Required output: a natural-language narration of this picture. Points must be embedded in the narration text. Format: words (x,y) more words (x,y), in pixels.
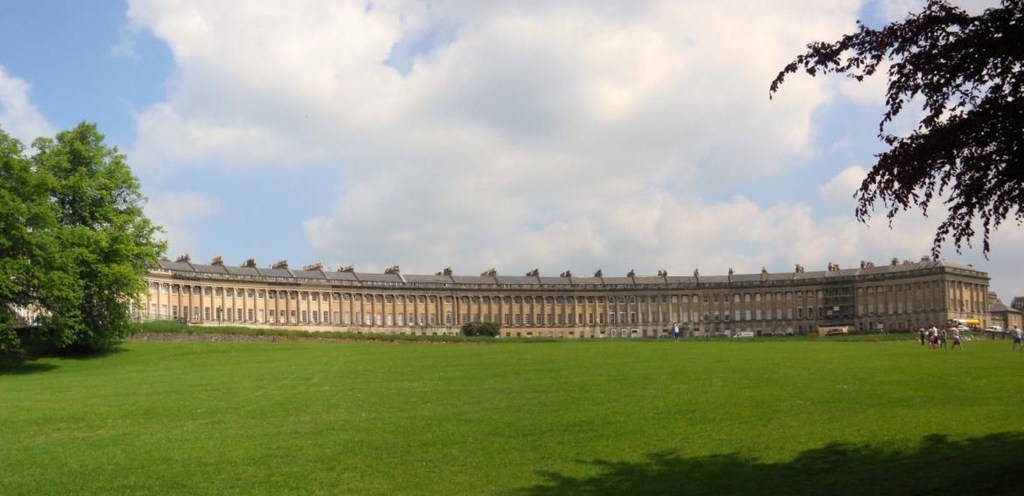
In this picture, we see a Royal Crescent (542,279) containing many houses (936,285). At the bottom of the picture (456,377), we see grass (340,391). On either side of the picture, there are trees (1016,163). On the right side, we see people (936,335) standing. At the top of the picture (465,92), we see the sky (465,92) and the clouds (465,92).
